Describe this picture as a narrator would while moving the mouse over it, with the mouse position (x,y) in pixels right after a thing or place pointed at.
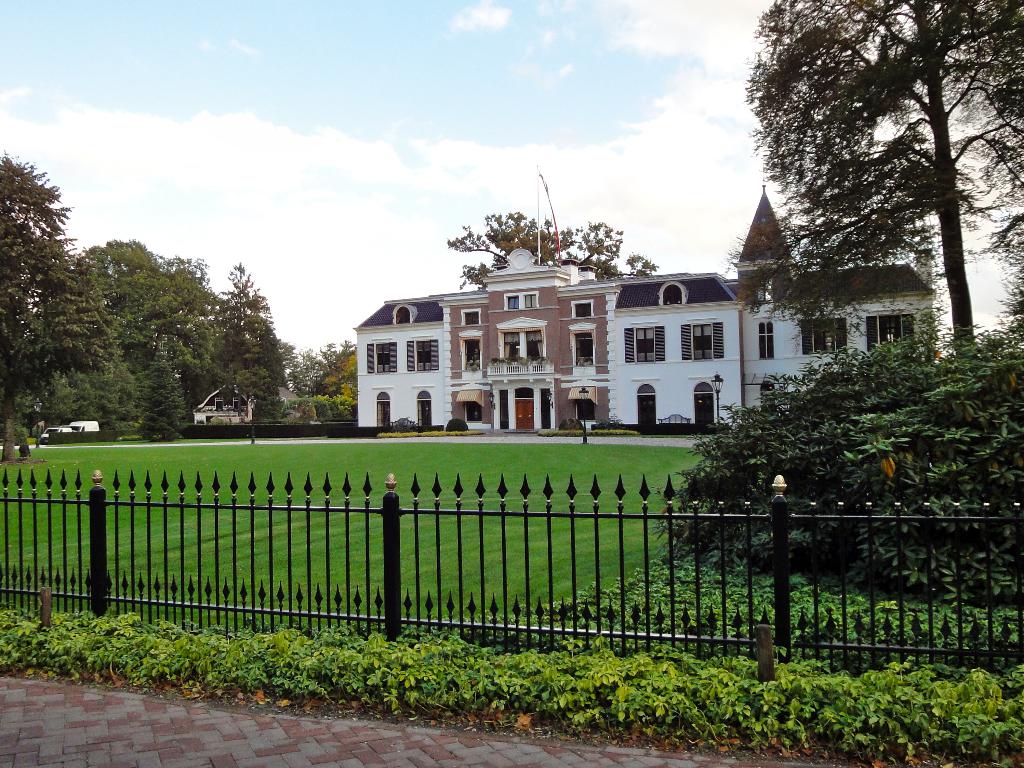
In this picture I can see buildings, there are plants (999,654), iron grilles (93,511), there are trees (19,393), and in the background (712,153) there is the sky (633,143).
